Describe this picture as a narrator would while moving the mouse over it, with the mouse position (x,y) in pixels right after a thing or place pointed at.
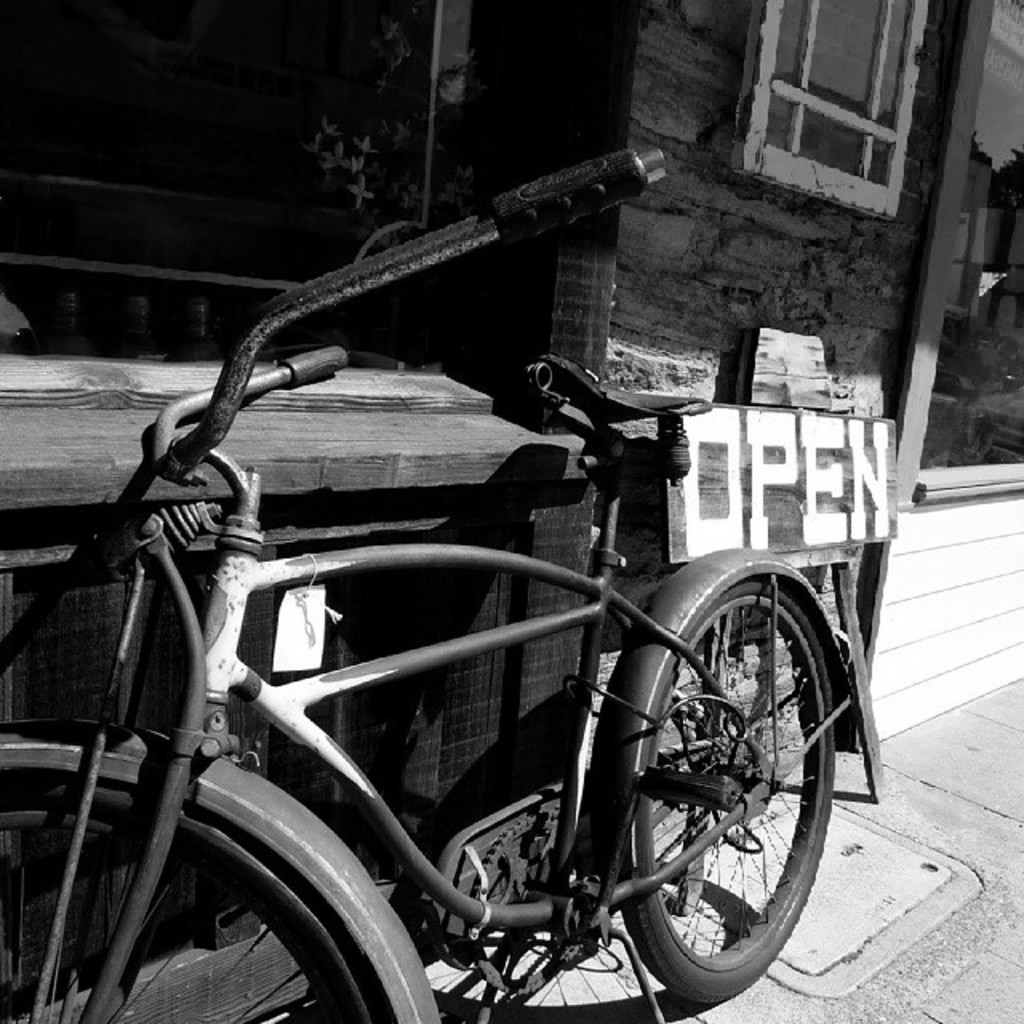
In this image there is a bicycle (258,346) leaning against a wooden object (368,432), some text (780,479) on the wooden board (779,493), plants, a window (843,44) and a glass door (930,271) of a house (840,292).
